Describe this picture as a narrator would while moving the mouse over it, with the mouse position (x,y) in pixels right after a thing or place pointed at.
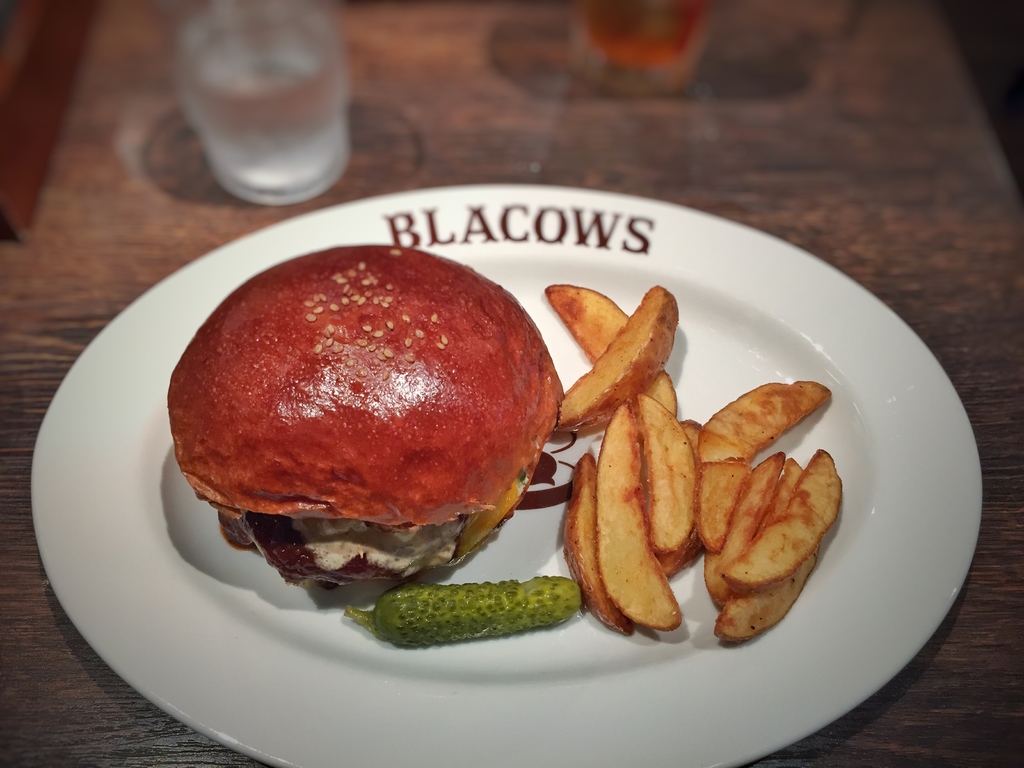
In this picture we can see some eatable things (625,467) placed on the table (7,488) along with two glasses (330,120).
